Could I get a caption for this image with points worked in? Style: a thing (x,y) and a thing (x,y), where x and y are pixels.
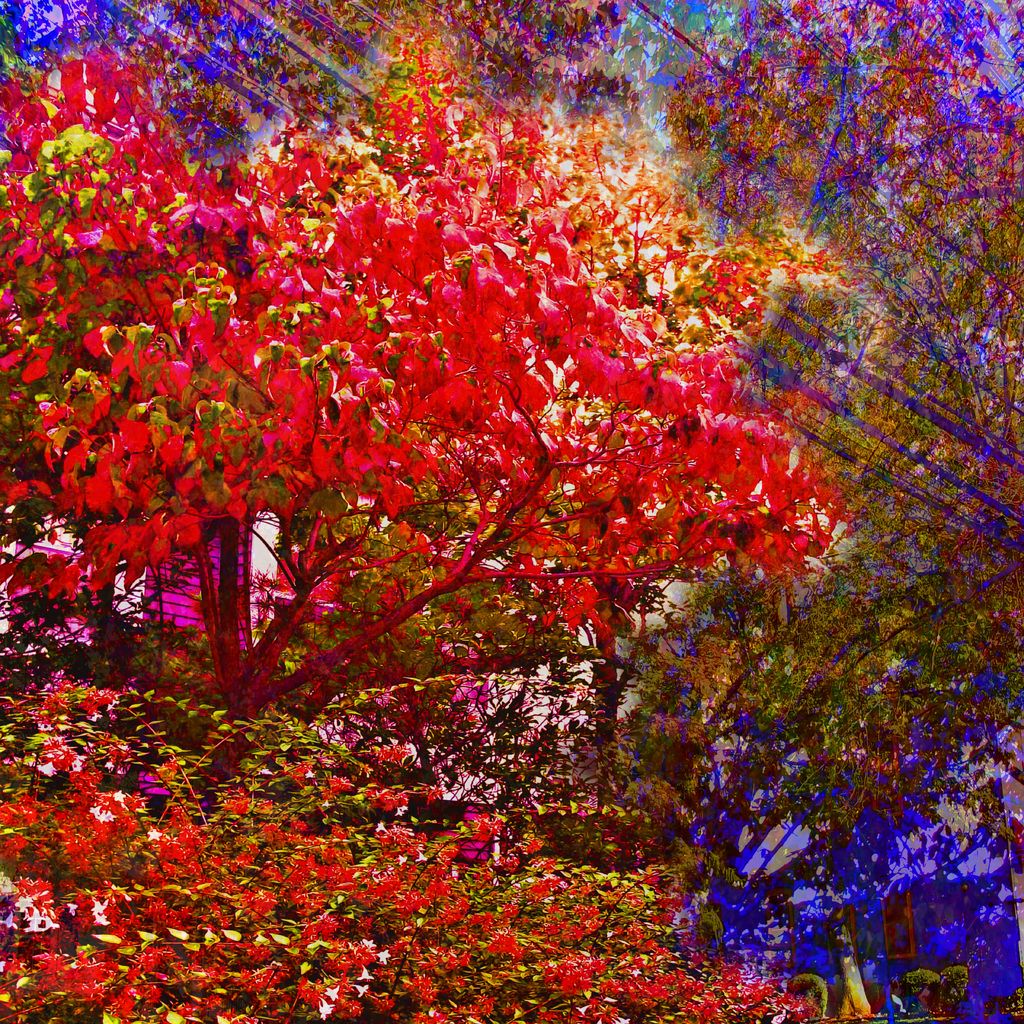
This is an edited image. In this image we can see flowers (461,383) to the trees (429,456) that are in red color and sky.
